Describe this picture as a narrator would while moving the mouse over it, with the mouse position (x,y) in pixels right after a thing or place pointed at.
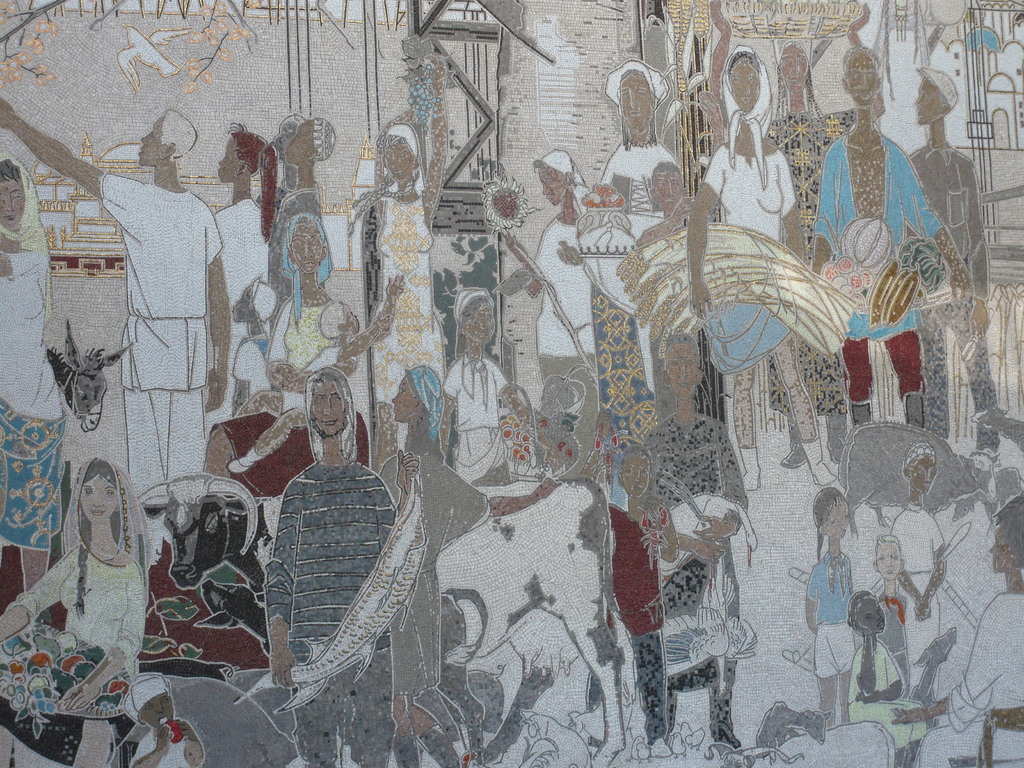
In this image we can see the drawing (843,82) of a group of people (29,525). Here we can see a bird (127,78) flying on the top left side (164,67). Here we can see the animals (581,525). Here we can see a woman (77,752) on the bottom left side (104,532) is selling the fruits (10,641). Here we can see a donkey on the left side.
